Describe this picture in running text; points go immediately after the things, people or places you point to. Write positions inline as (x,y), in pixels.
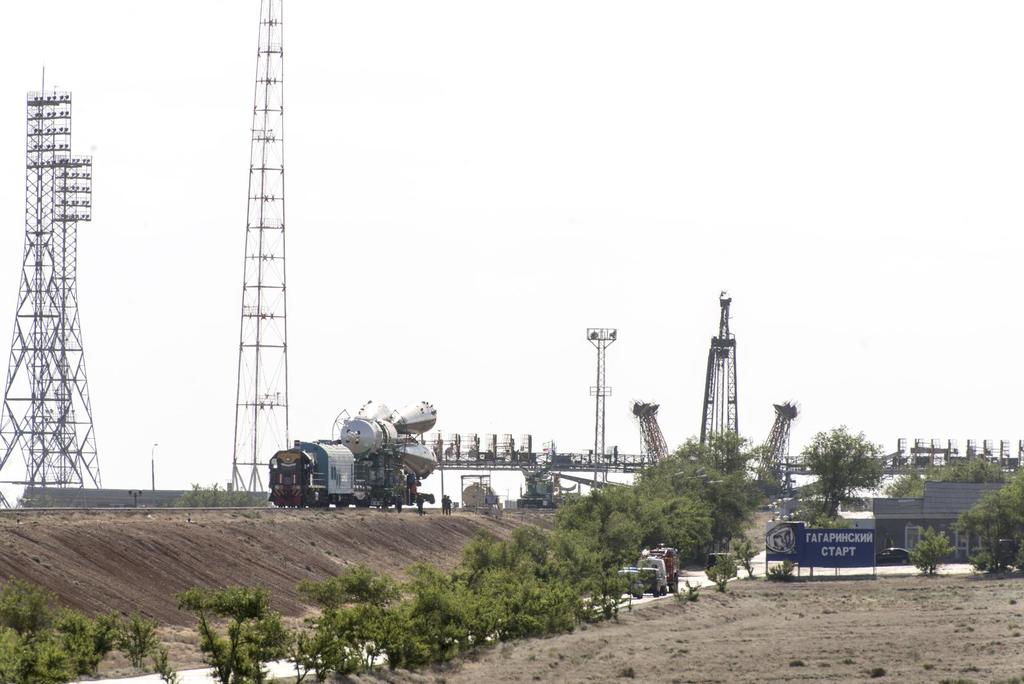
In this image in the center (652,436) there are some towers (36,105) and vehicle (318,478), sand (91,596), trees (458,650) and board (805,545). On the board (789,556) there is text (835,538), at the bottom (804,626) there is sand (980,608) and at the top (491,129) there is sky (496,321).
